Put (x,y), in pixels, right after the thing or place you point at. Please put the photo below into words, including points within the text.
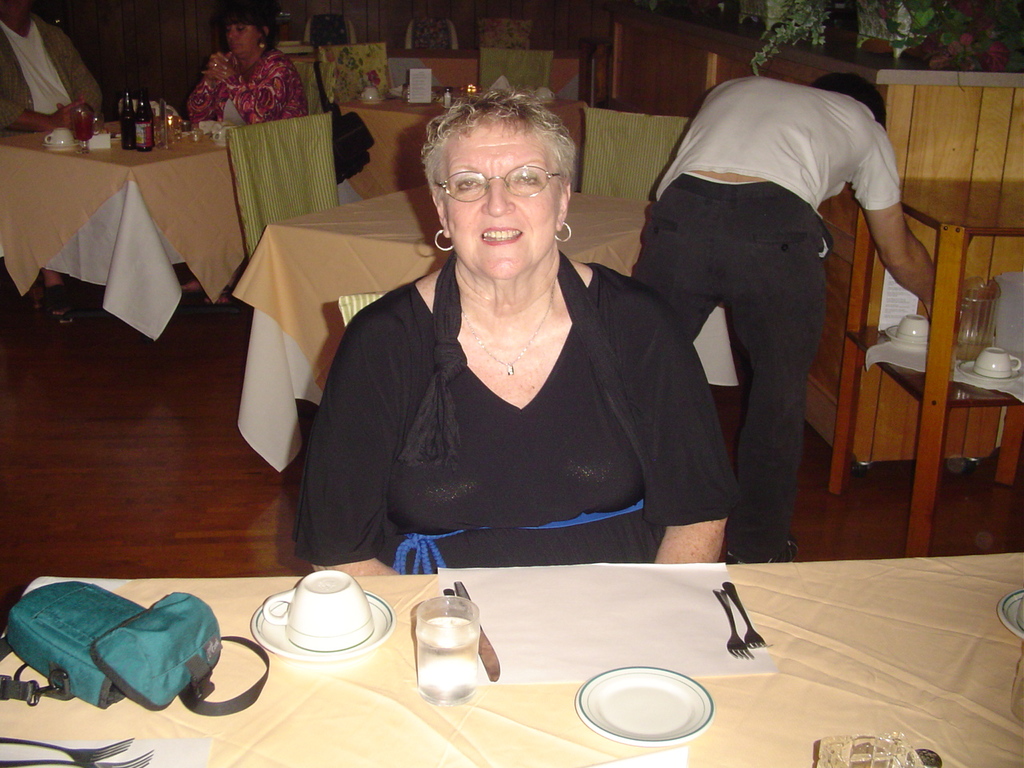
In this image there is a woman (436,568) sitting in front of a table (928,717) on which there are cup (315,631), bag (74,627), fork (93,755), tissue (647,645), knife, glass (437,656) full of water (438,671), plate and a cloth (886,599). In the background (762,212) there is a man (765,135) bending and taking the jug (976,316) from the cupboard (934,313) and to the top left corner (219,51) there are another two persons (224,105) sitting on the chairs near the table (129,149).
